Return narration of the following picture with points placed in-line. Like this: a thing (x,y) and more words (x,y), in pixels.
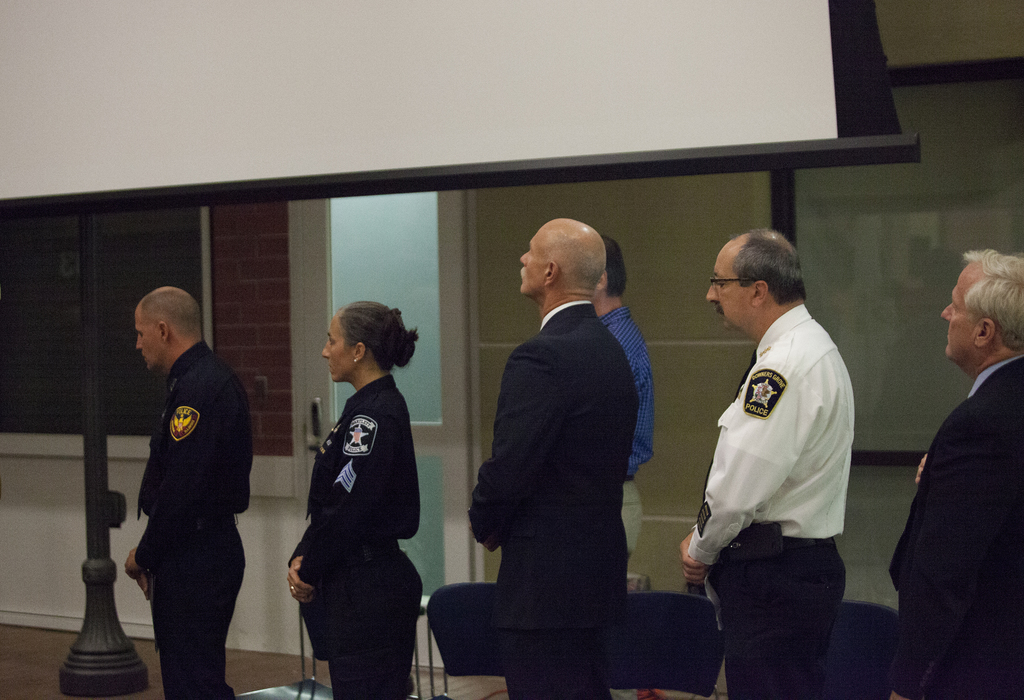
In the image there are group of cops (349,471) standing in a queue, behind them there is a projector screen (414,152) and behind that there is a wall (267,273) and beside the wall (245,314) there is a window (38,287).
